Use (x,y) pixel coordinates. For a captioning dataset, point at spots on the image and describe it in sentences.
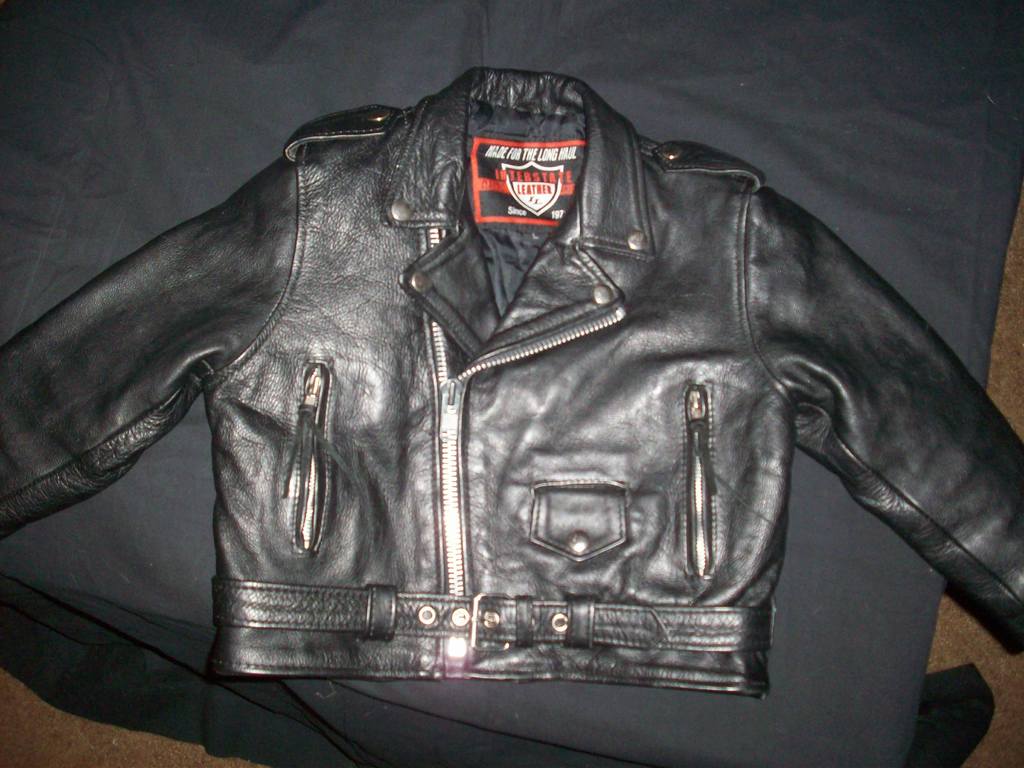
In this image, we can see a black color jacket (361,476) on the cloth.
